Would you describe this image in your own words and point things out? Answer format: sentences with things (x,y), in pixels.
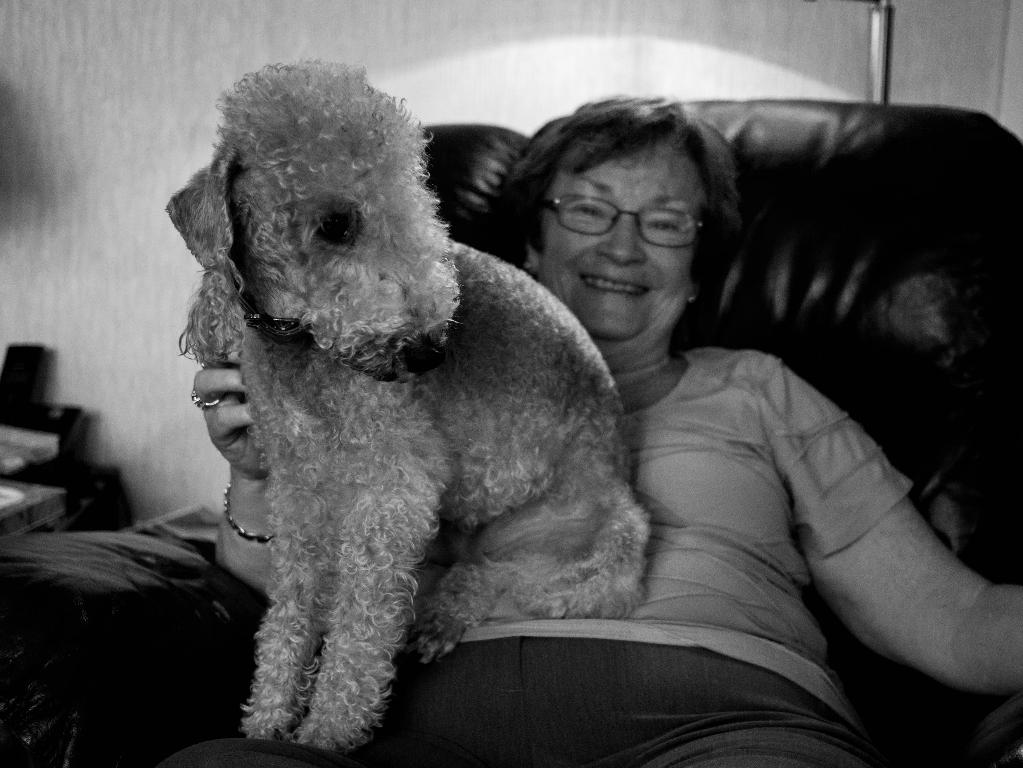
In this image i can see a woman (699,460) sitting on a couch (8,693) with a dog (445,532).
